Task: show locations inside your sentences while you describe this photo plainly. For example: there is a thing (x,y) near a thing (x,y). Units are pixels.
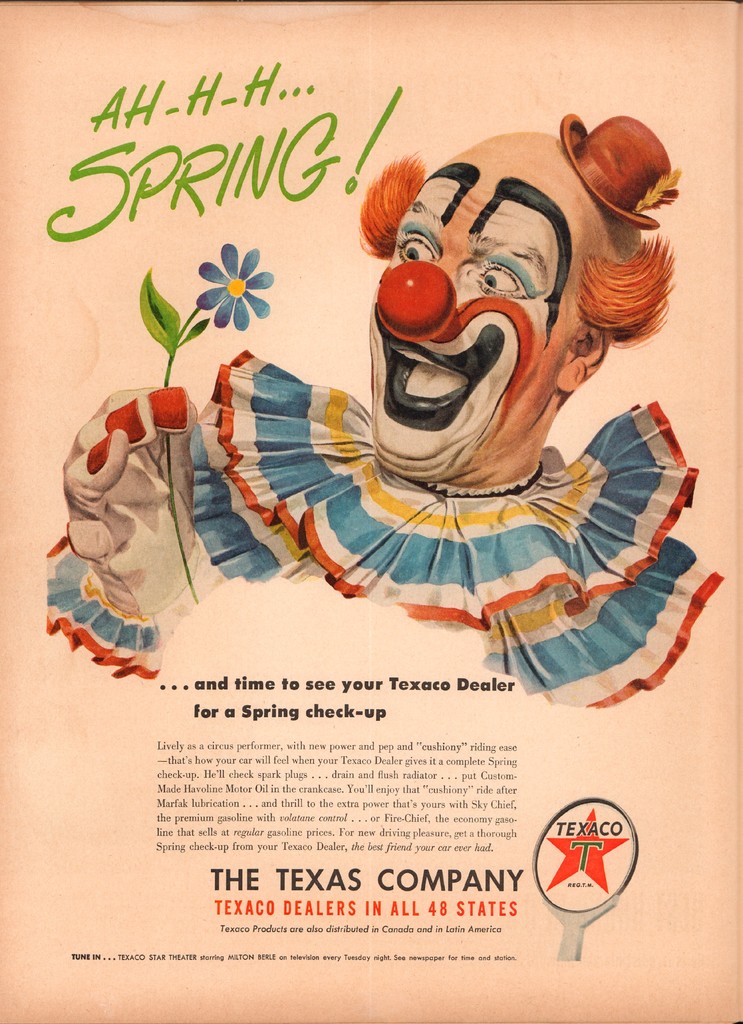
This is a zoomed in picture. In the center (428,503) there is a clown (527,521) holding a flower (237,278) and we can see the text (328,826) is written on the image.
